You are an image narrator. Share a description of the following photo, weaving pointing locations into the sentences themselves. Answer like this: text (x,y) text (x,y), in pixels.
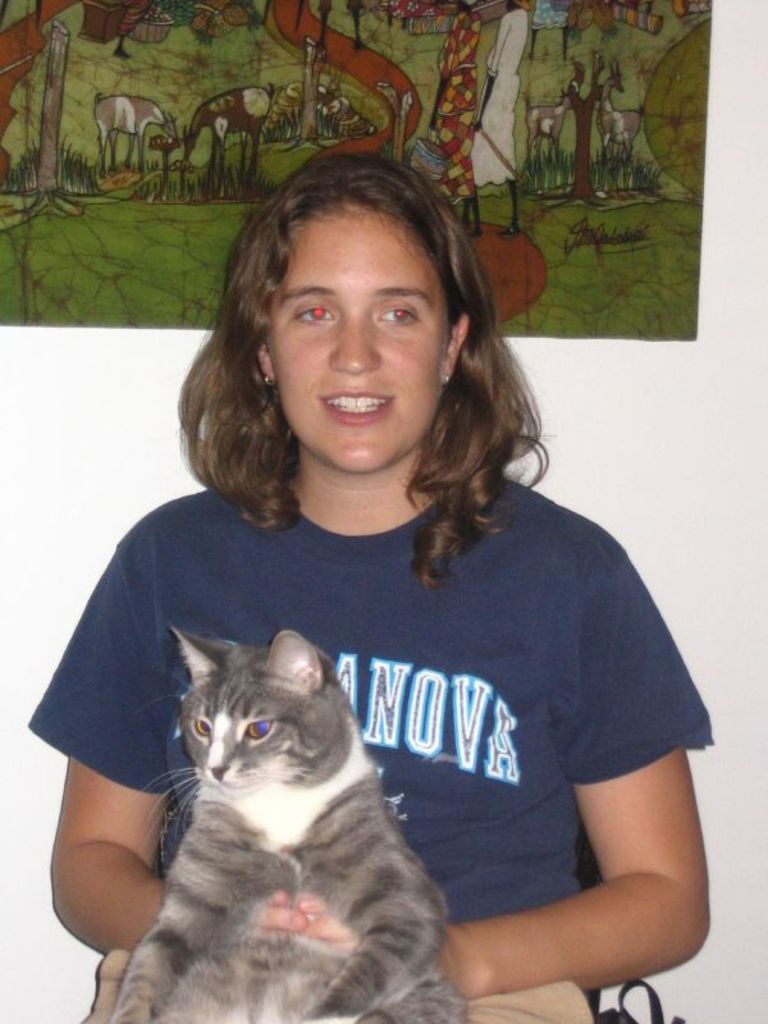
In this image i can see a woman (447,600) sitting and holding a cat (300,856) in her lap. In the background (682,487) i can see the wall (673,426) and a photo (345,110).
